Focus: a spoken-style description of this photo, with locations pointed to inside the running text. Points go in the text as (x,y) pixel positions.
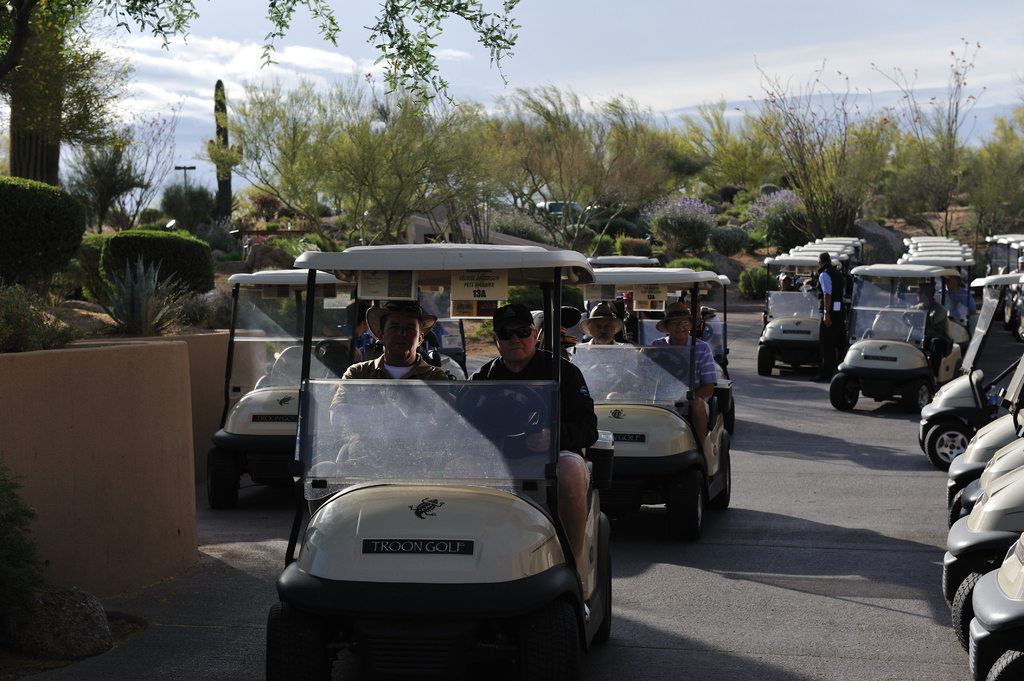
In this picture, we see many people (393,376) riding many vehicles (447,508). Beside them, there are trees (142,212) and shrubs (144,246). There are trees (192,205) in the background (370,185). At the top of the picture (819,62), we see the sky (819,62).
